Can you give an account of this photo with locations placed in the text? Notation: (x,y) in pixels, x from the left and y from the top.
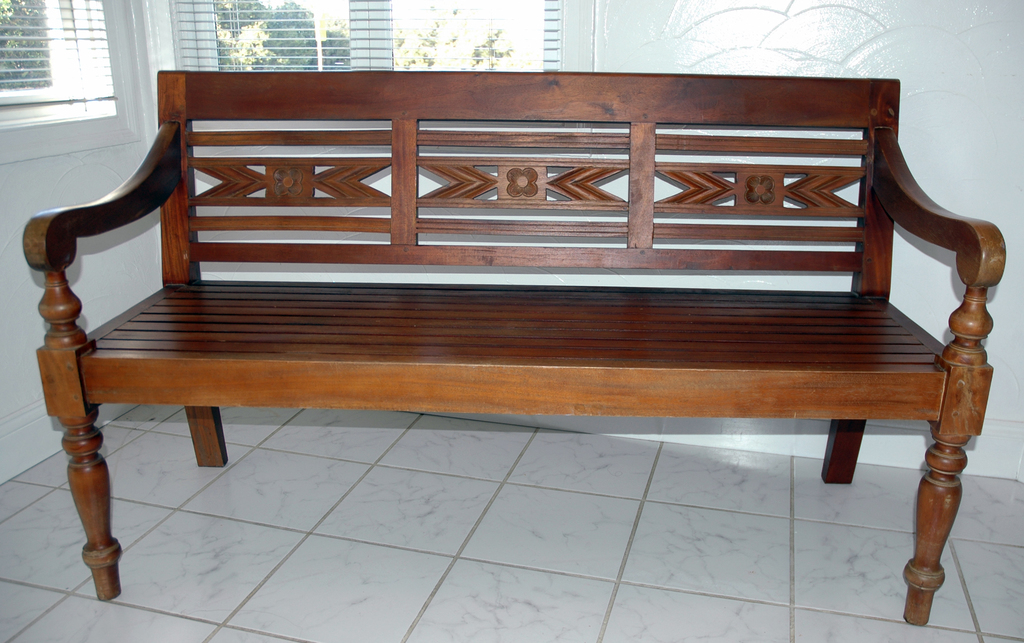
In the foreground of this image (577,285), there is a bench (501,330) on the floor (437,561). In the background (578,129), there is a wall (623,40) and two windows (197,50).
